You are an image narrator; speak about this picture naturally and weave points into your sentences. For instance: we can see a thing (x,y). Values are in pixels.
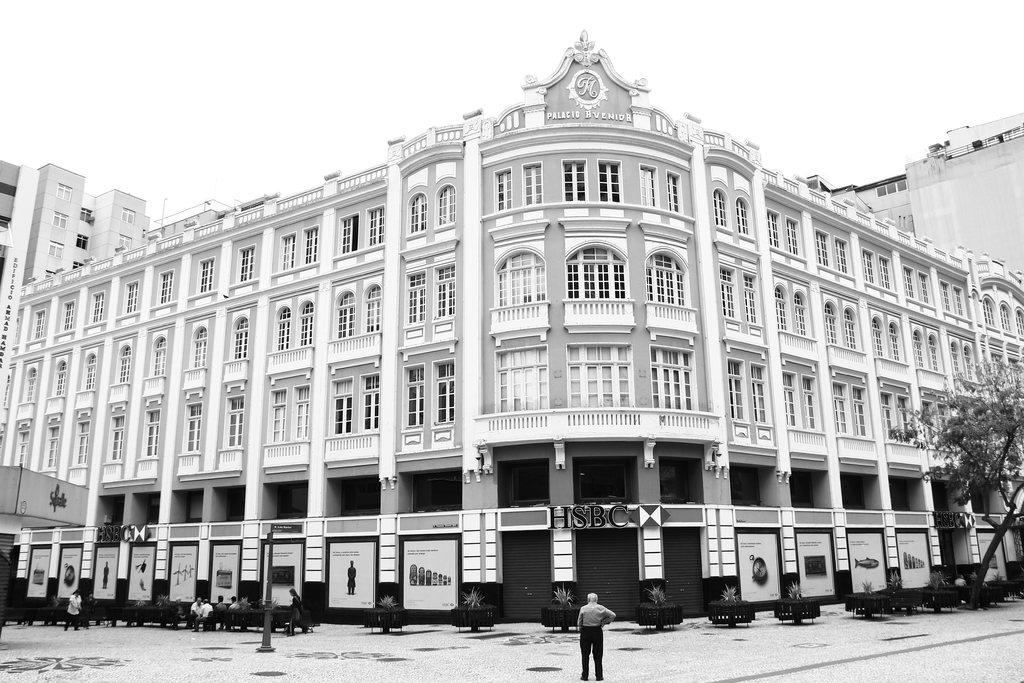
This is a black and white image. In the center of the image (538,436) there is a building (418,449) with windows (615,186). At the top of the image (478,92) there is sky (478,92). There is a person (590,594) standing on the road (80,657). To the left side of the image (77,595) there are people (223,602). To the right side of the image (943,444) there is a tree (950,456).
